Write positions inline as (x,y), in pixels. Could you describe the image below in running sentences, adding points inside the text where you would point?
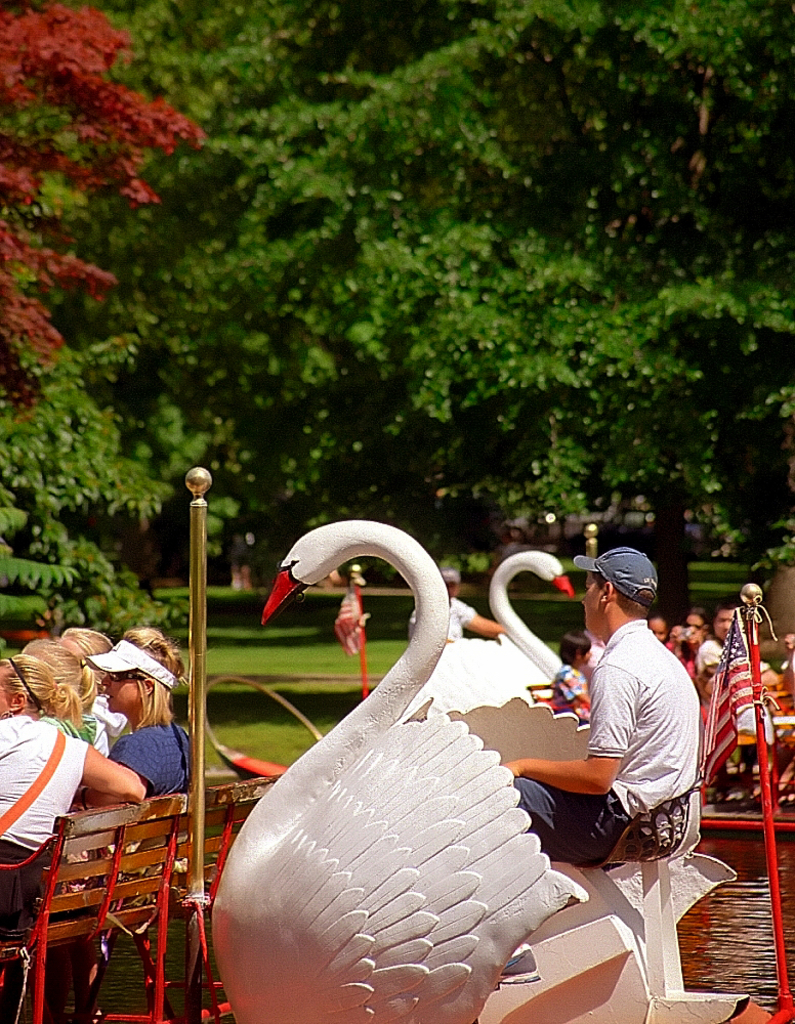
in this image, in the middle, we can see a man (597,768) sitting on the bench (649,872). On the left side (46,667), we can see a group of people (38,718) sitting on the bench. On the right side (739,767), we can see a flag (749,693) and group of people (793,660), we can also see a water (731,924). In the background (714,383), we can see some trees (296,494), metal rod (191,476), at the bottom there is a grass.
